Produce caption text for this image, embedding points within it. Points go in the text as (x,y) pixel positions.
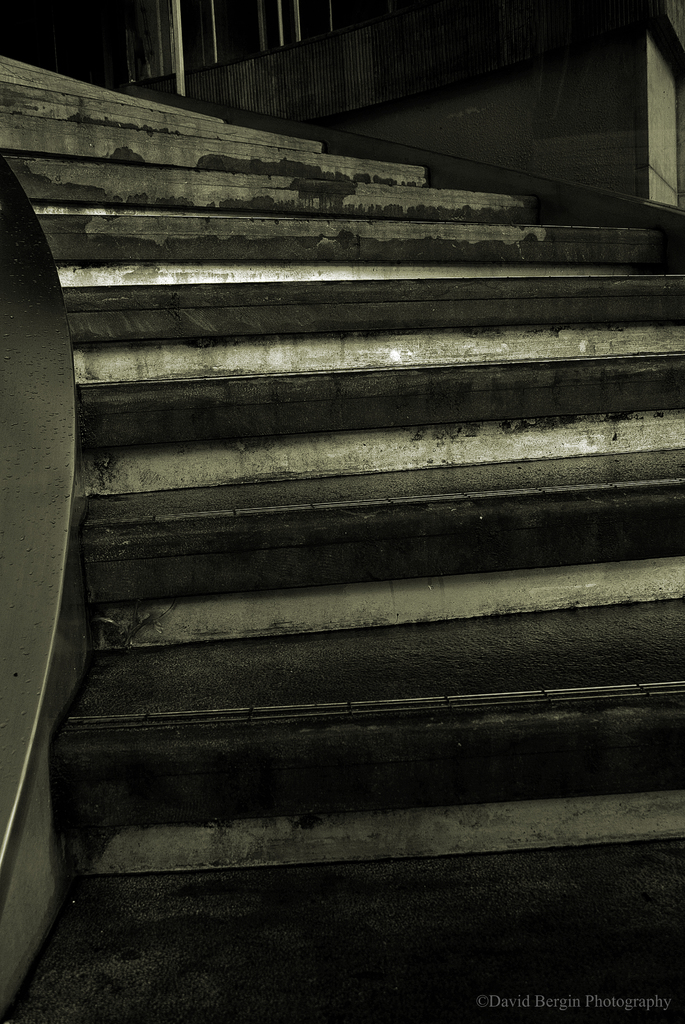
These are the stairs (296,480). This looks like a staircase holder (70,413). I think this is the wall (560,117). I can see the watermark (608,996) on the image.
